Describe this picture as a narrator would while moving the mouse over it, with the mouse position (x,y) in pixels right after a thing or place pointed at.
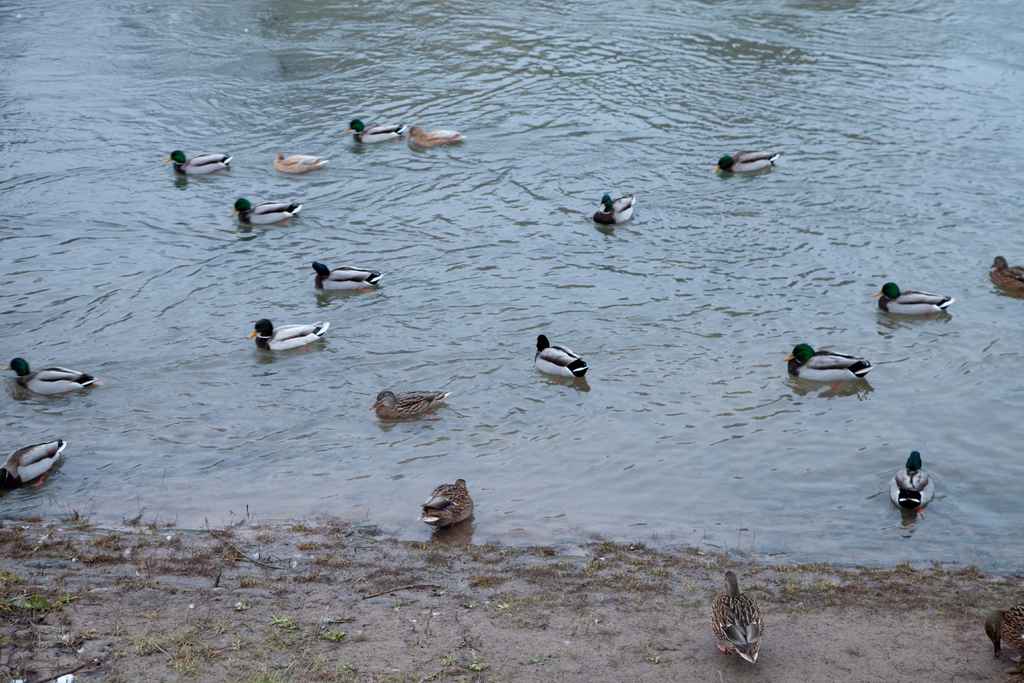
At the bottom of the image (354,580) we can see grass (19,580) and mud (63,580). In the middle of the image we can see water (643,104), above the water (510,115) we can see some ducks (758,151).
